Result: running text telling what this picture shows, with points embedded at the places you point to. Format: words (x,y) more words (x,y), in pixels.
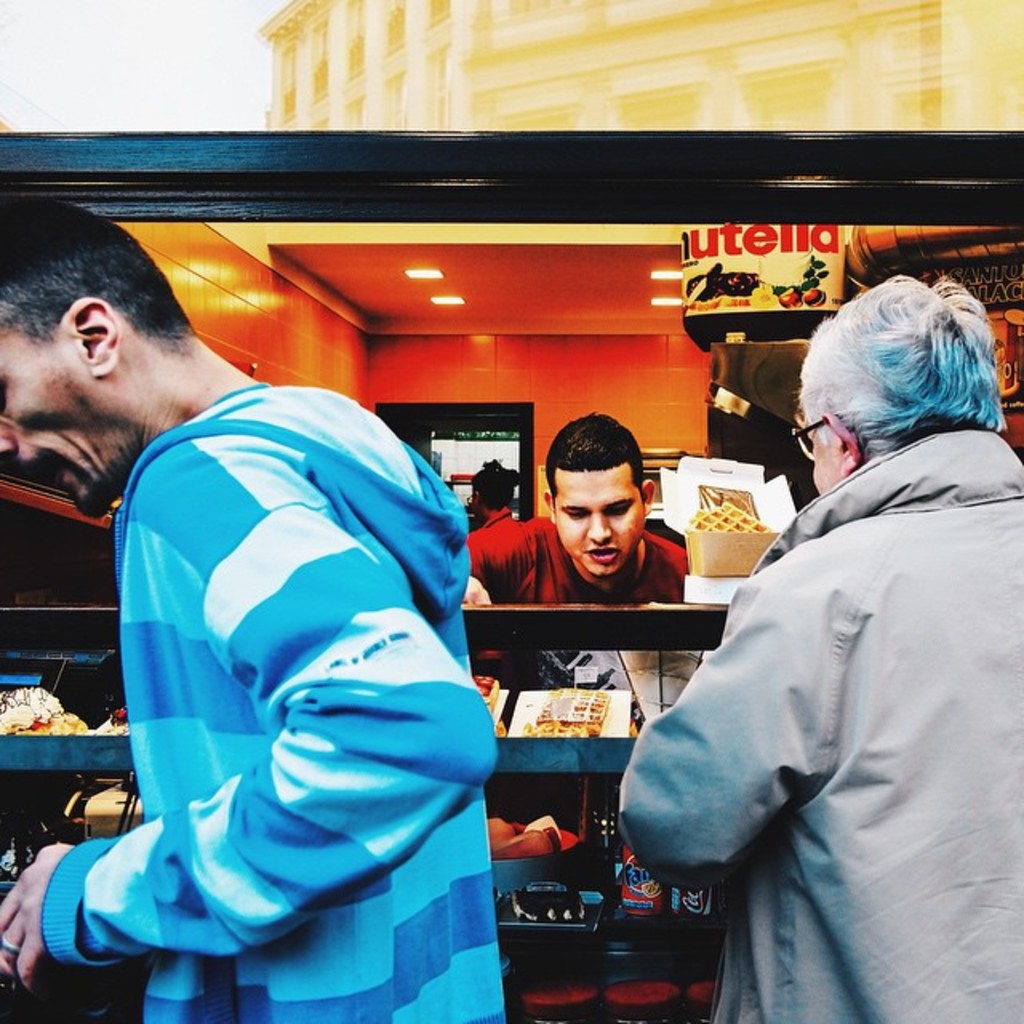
In the image we can see there are people (682,742) standing near the food stall (556,627) and there are food items (590,708) kept in a glass table (607,641).
